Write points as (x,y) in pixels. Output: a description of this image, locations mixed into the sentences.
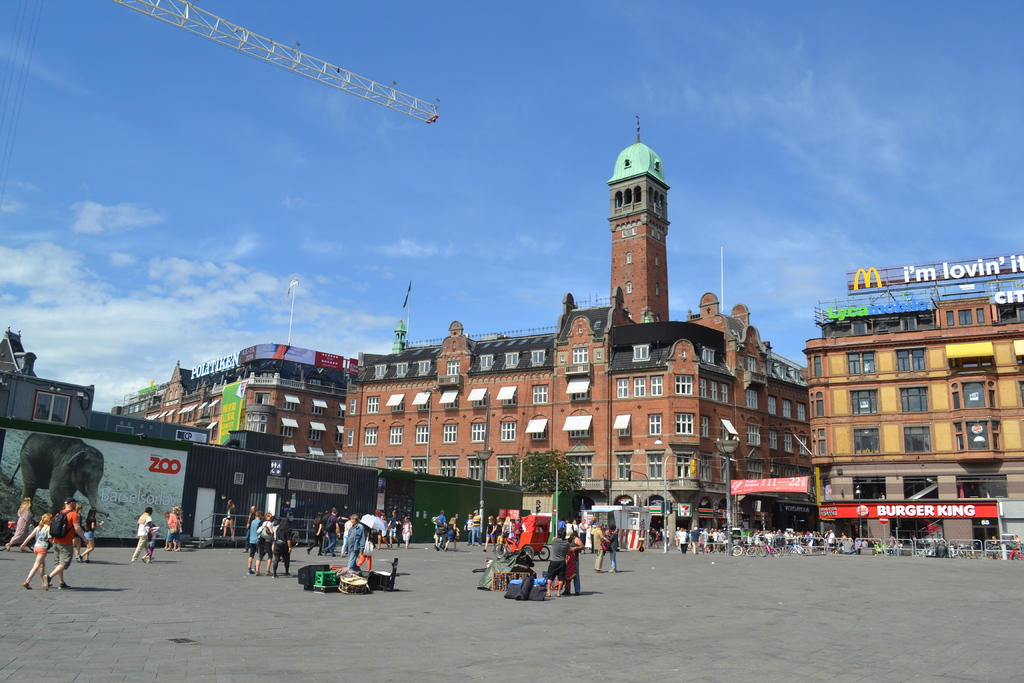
In this picture we can see a group of people (507,534) are walking on the path (438,561) and some people (281,549) are standing. Behind the people (18,527) there are poles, trees (523,484), buildings (639,408) and a sky (277,205).
